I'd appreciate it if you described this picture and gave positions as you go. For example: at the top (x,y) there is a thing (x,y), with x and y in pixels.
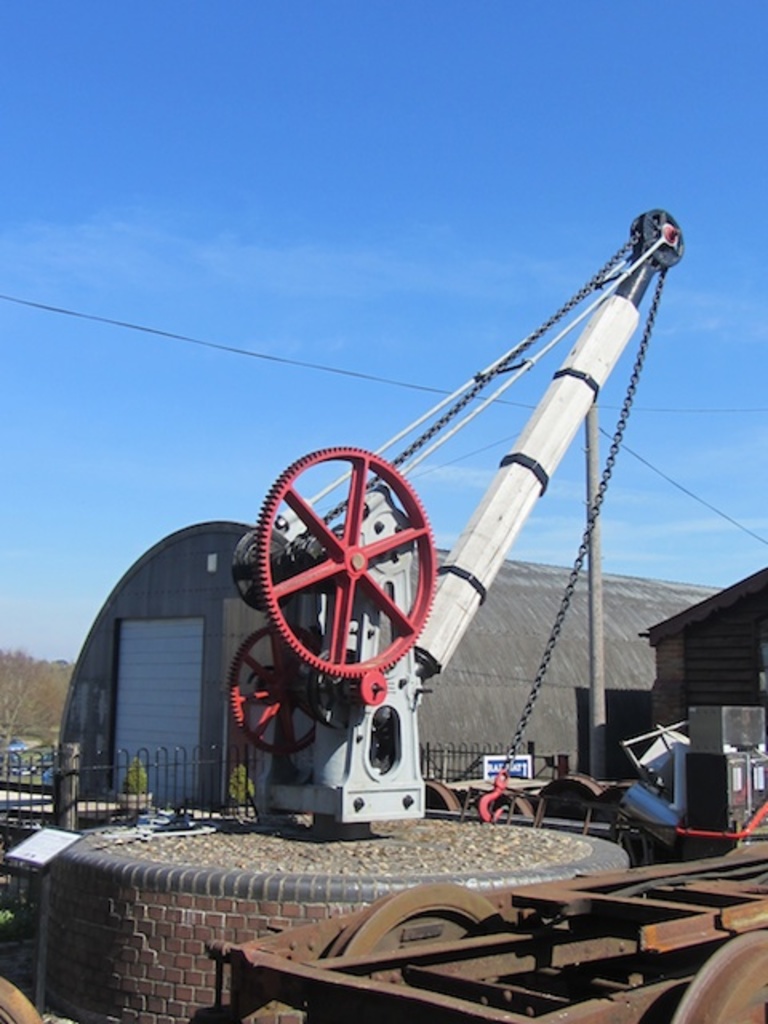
In this image we can see a machine (506,492), which looks like a crane (492,501), behind it there are railings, houses (185,538) and a few metal objects (694,878).
